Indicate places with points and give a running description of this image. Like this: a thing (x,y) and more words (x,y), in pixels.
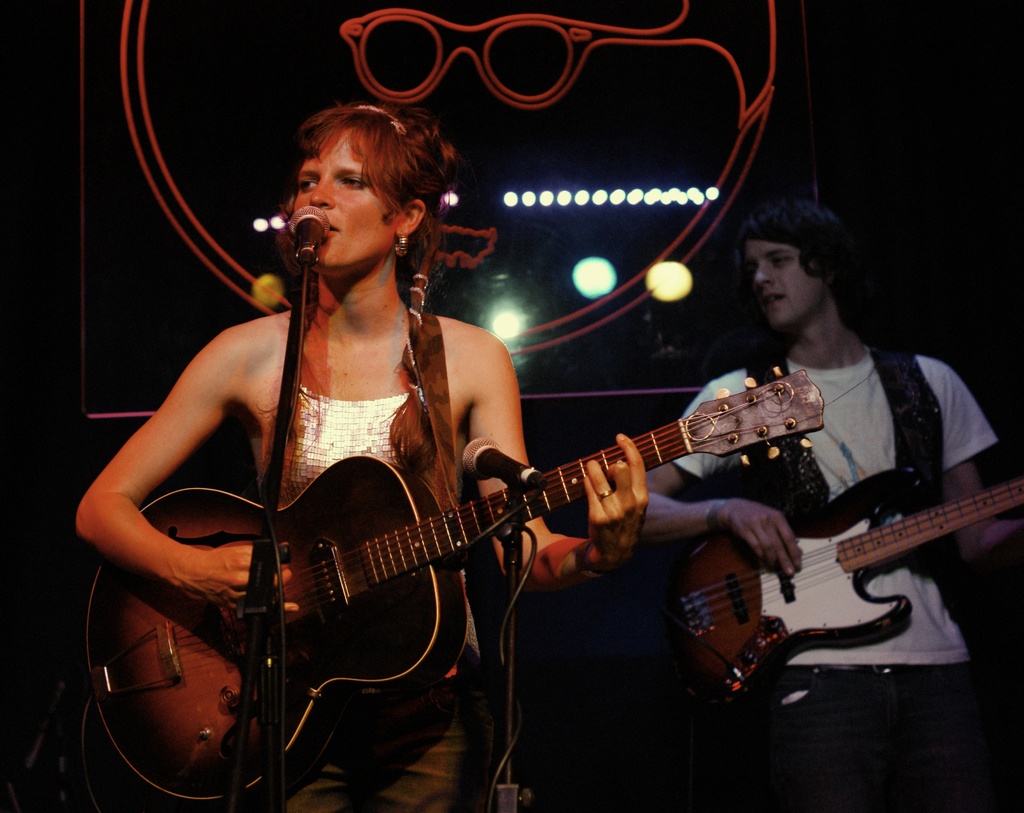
In this image there are musicians (786,480) performing. In the front (353,543) there is a mic (313,254) and the musicians (835,458) are playing a musical instrument (381,576). In the background (533,201) there are lights (660,283).
